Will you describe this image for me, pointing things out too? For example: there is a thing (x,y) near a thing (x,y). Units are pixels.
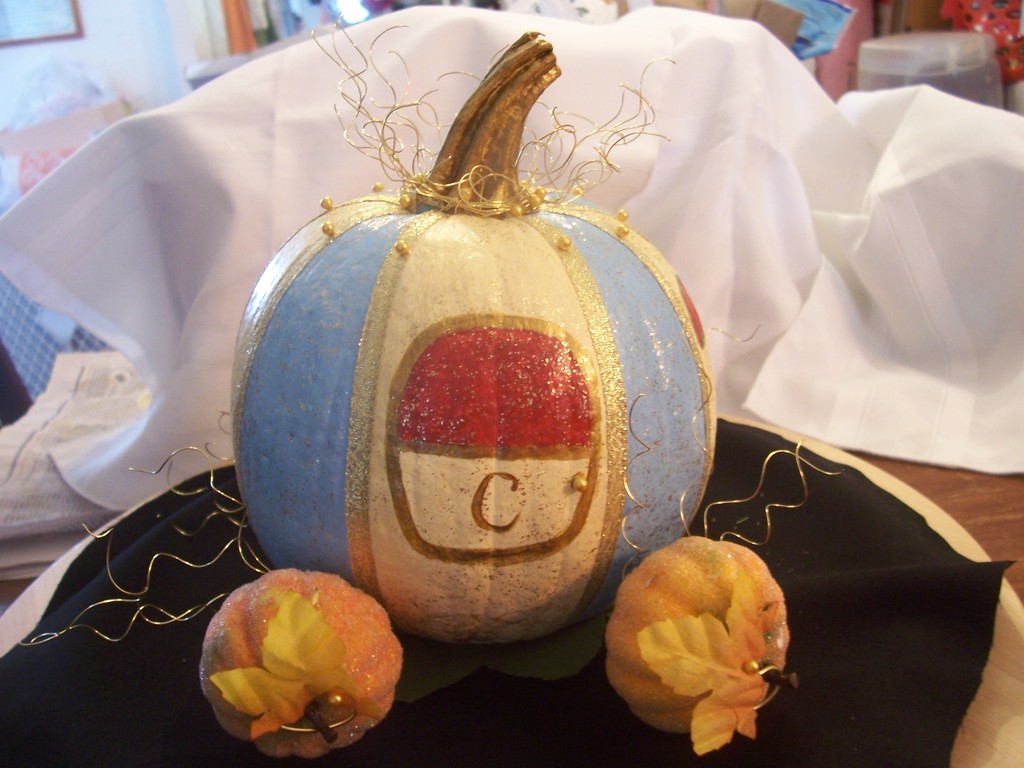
This is a zoomed in picture. In the center (363,319) there is a wooden table (1001,498) on the top of which three decorated pumpkins (673,546) and a white color cloth (298,197), a newspaper (57,419) and some other objects (935,507) are placed. In the background (213,25) we can see there are many number of objects (294,14).
